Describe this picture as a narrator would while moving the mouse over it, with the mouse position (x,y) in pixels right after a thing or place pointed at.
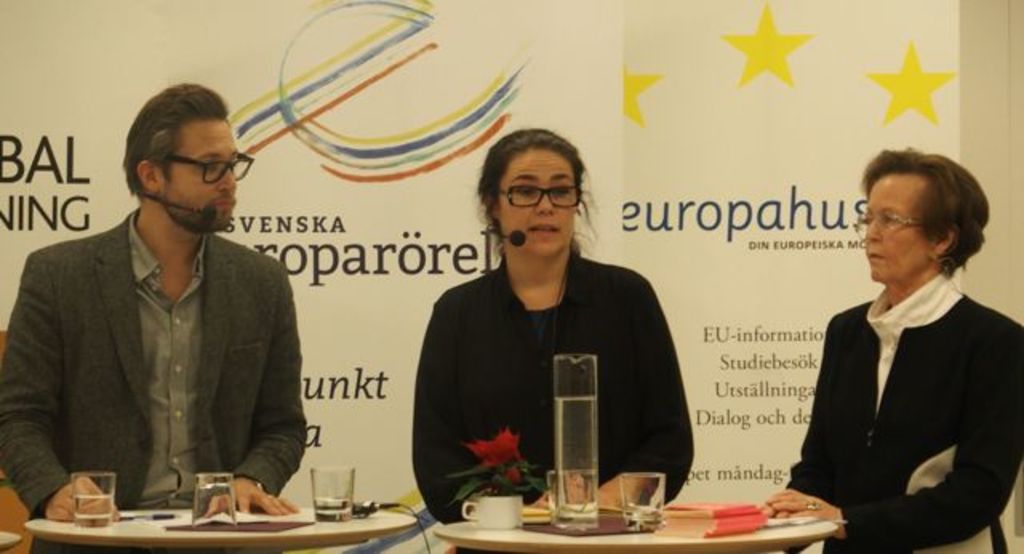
In this image there is a man (200,289) sitting, there are two women (543,338) sitting, they are wearing a spectacle (536,192), there is a woman (531,314) talking, there are two tables (518,537) towards the bottom of the image (641,525), there are objects (468,490) on the table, there are boards (458,214) behind the persons (550,239), there is text (789,414) on the board (809,318), there are stars (771,55) on the board (730,145), there is a wall (996,93) towards the right of the image (993,92).
